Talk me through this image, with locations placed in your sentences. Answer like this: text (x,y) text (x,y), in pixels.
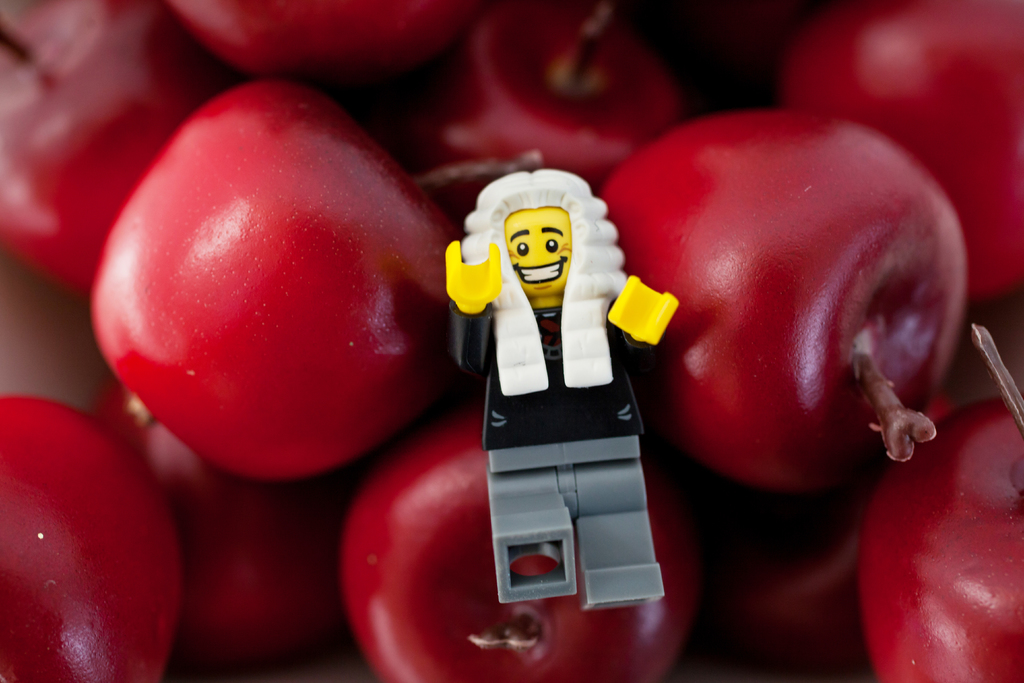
In the foreground of this image (510,352), there is a toy (626,350) on the red color fruits (296,230).
